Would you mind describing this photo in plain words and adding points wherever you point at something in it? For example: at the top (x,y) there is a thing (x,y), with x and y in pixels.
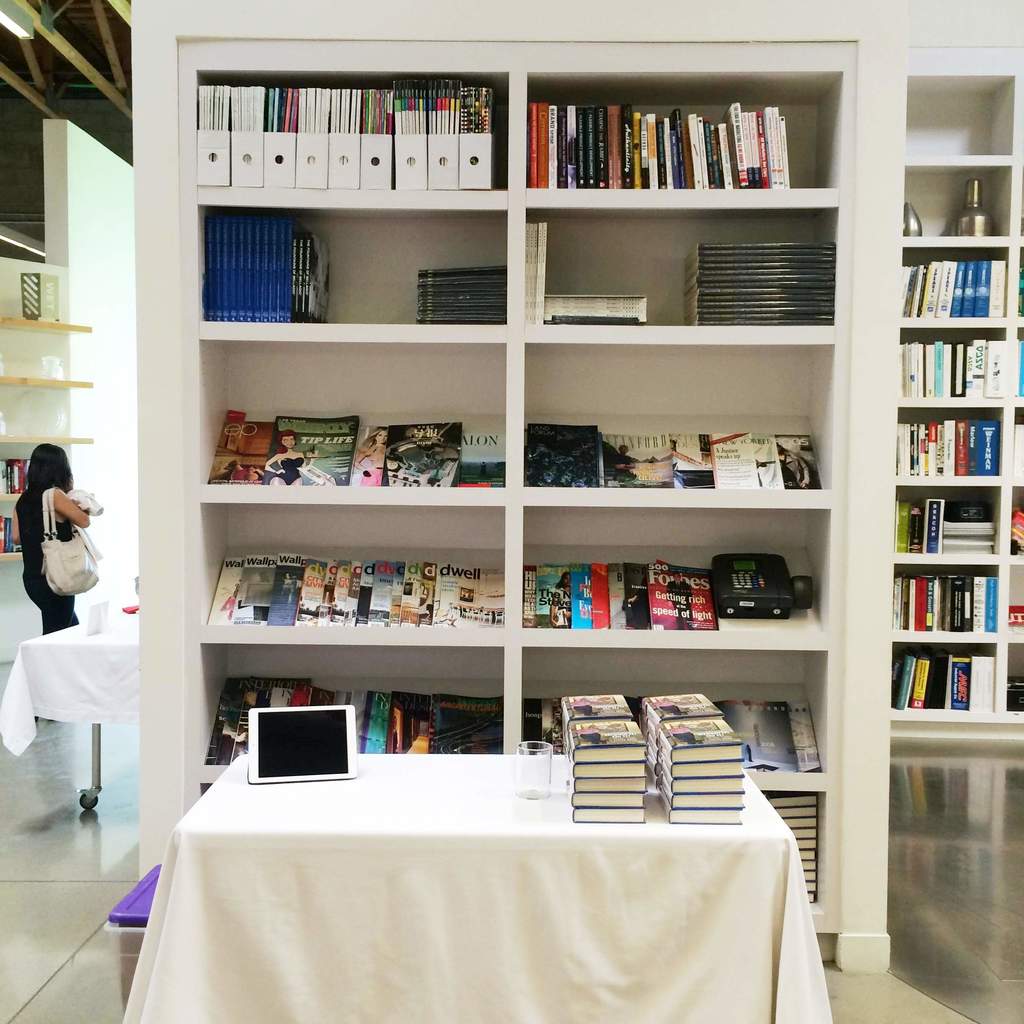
At the bottom of this image (428,853) there is a table (334,815) covered with a white cloth (640,923). On the table (441,766) there are few books (583,752), a glass (535,786) and a device (313,748). Beside the table (160,919) there is a box (130,928) placed on the floor (83,975). In the background (955,390) there are many books (932,428) arranged in the racks (949,417). It seems to be a library (371,198). On the left side (54,543) there is a person (22,536) wearing a bag (52,563) and walking on the floor (43,777) towards the back side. Beside this person (51,601) there is a table (67,676) which is covered with a cloth (55,660). On the table (105,662) few objects (92,617) are placed.
